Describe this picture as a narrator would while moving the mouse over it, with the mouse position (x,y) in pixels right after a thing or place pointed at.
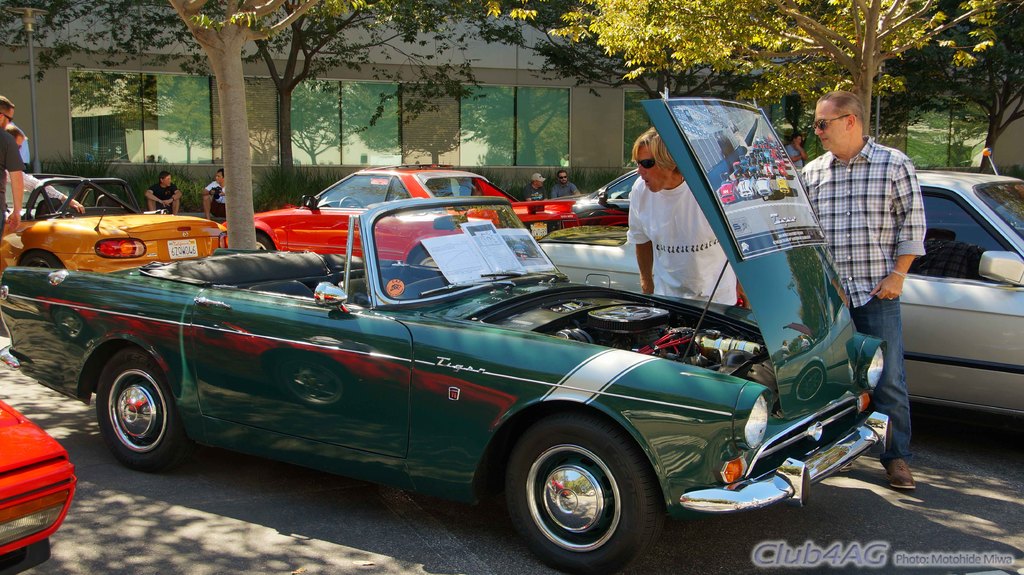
This picture is clicked outside the city. Here, we see many cars (540,299) parked outside the city. The man (656,268) in the white t-shirt (659,274) is standing beside the green car (565,372) and I think he might be repairing the car (716,395). Beside him, the man (843,161) in black and white check shirt (831,176) is standing. In the background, there are many trees (739,90) and we even see a building (374,64) in the background (536,158).
